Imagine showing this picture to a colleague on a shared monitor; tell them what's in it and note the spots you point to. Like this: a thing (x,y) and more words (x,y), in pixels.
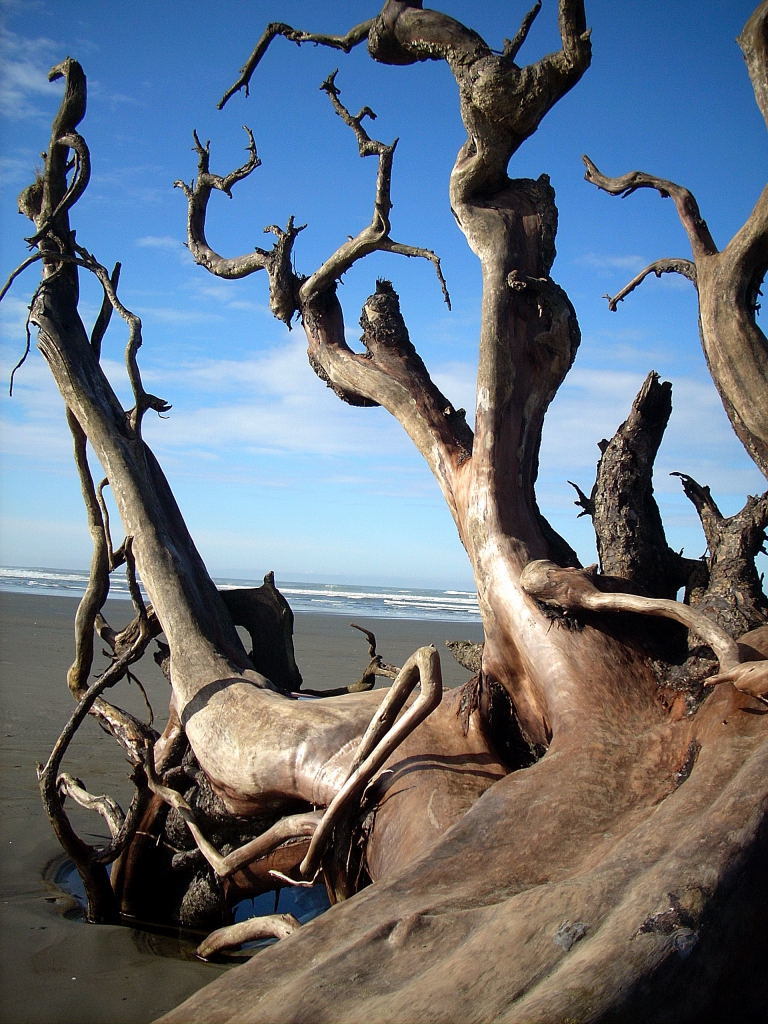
In this image can see the bark (501,552) of a tree (555,547) with some branches (571,364) on the seashore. On the backside (428,599) we can see a water body (295,591) and the sky (253,495) which looks cloudy.
